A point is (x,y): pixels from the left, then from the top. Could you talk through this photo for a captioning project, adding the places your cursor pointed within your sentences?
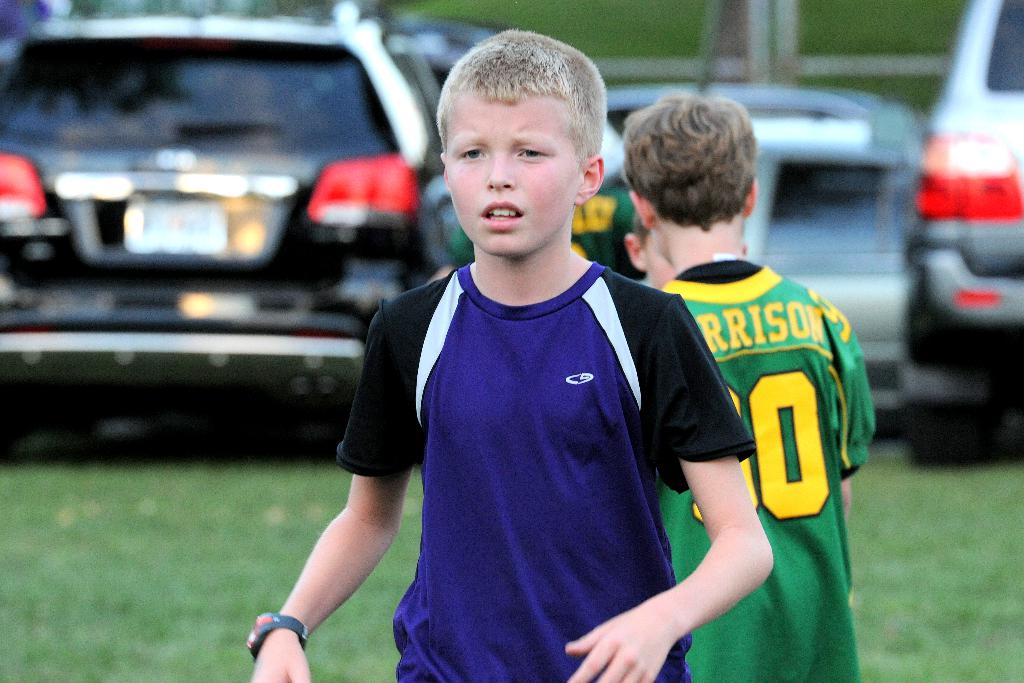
In this image there is a kid (506,357) in the middle (505,395). In the background (251,177) there are cars (229,144). On the ground (142,558) there is grass (146,550). On the right side (769,366) there is another kid (747,344) standing on the ground (897,576) who is wearing the jersey (796,398).
